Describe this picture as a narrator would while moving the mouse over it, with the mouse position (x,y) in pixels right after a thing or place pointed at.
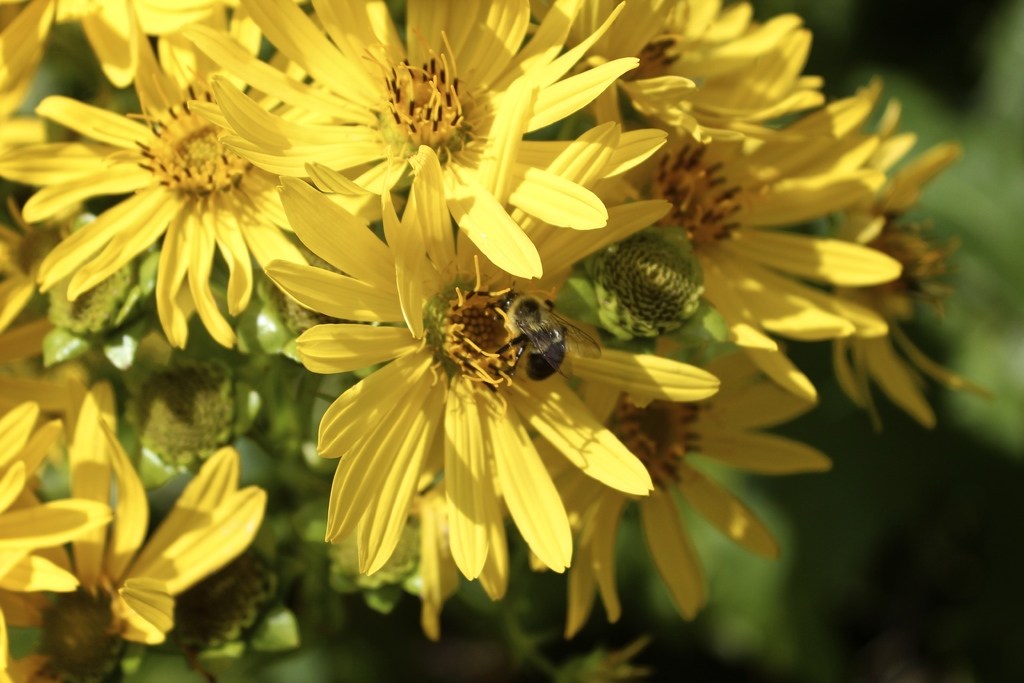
In the image we can see some flowers (845,304), on the flower (469,274) there is a honey bee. Background of the image (391,641) is blur.
